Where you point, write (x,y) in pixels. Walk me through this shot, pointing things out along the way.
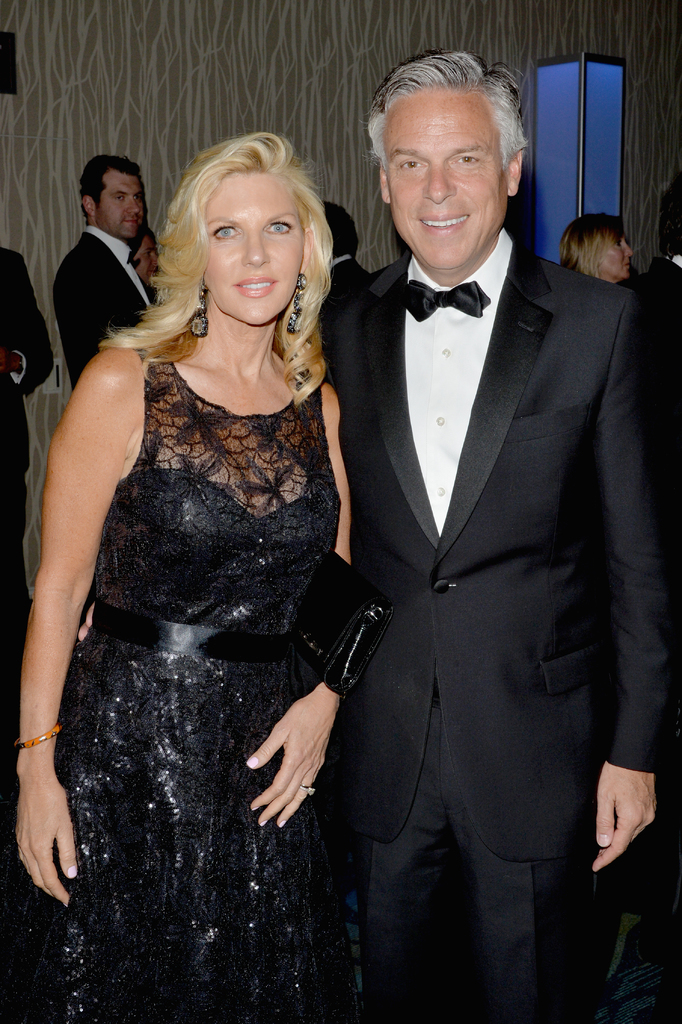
In this image, I can see a group of people (479,647) on the floor (357,915). In the background (578,135), I can see a light (588,135) and a wall (30,236). This image taken, maybe in a hall (316,729).
